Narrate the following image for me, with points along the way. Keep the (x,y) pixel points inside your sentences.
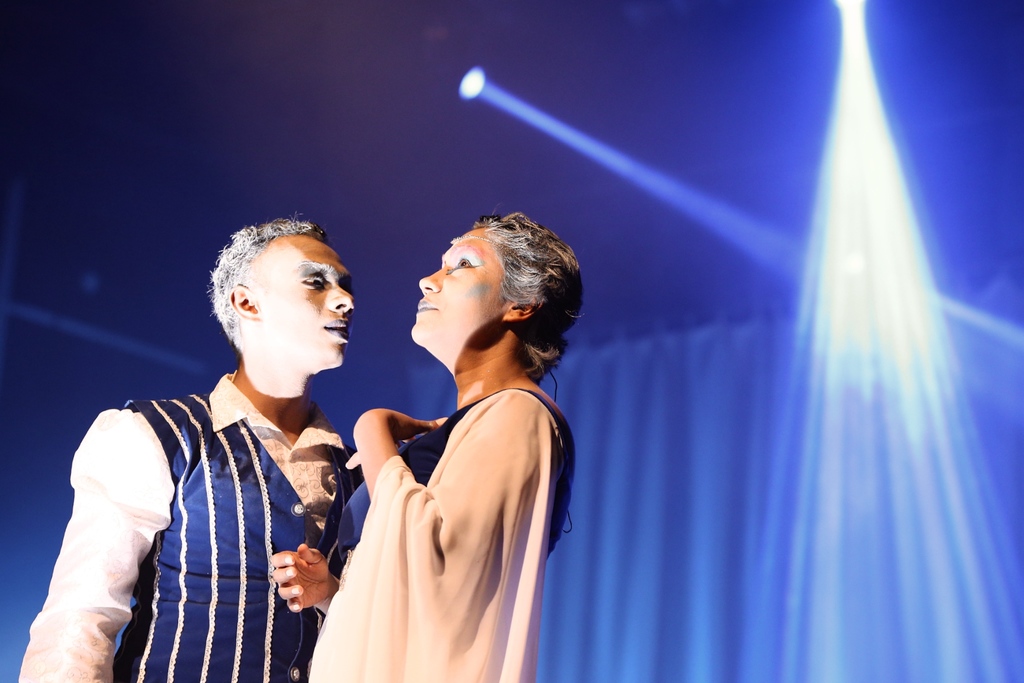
In the image there are two people (294,418) in the foreground (247,485) and the background of them is in blue colour.
